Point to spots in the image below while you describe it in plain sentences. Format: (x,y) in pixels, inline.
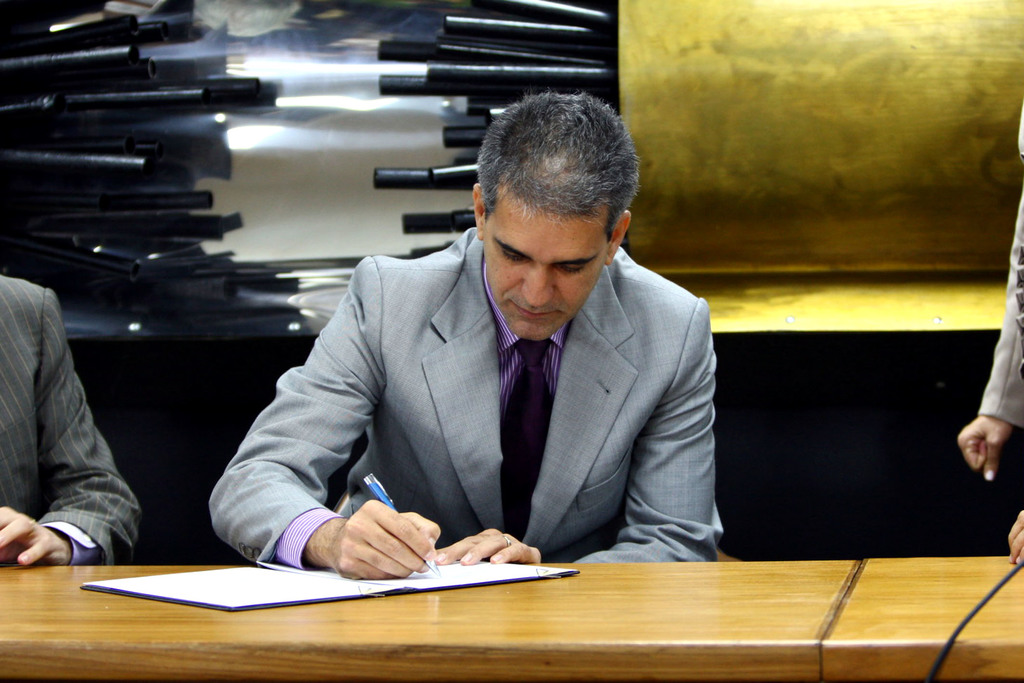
A person (469,447) wearing a grey coat (457,494) is writing with pen (376,480) on a book (412,582). There is a table (745,622). In the background (366,119) there is a banner (306,76).
